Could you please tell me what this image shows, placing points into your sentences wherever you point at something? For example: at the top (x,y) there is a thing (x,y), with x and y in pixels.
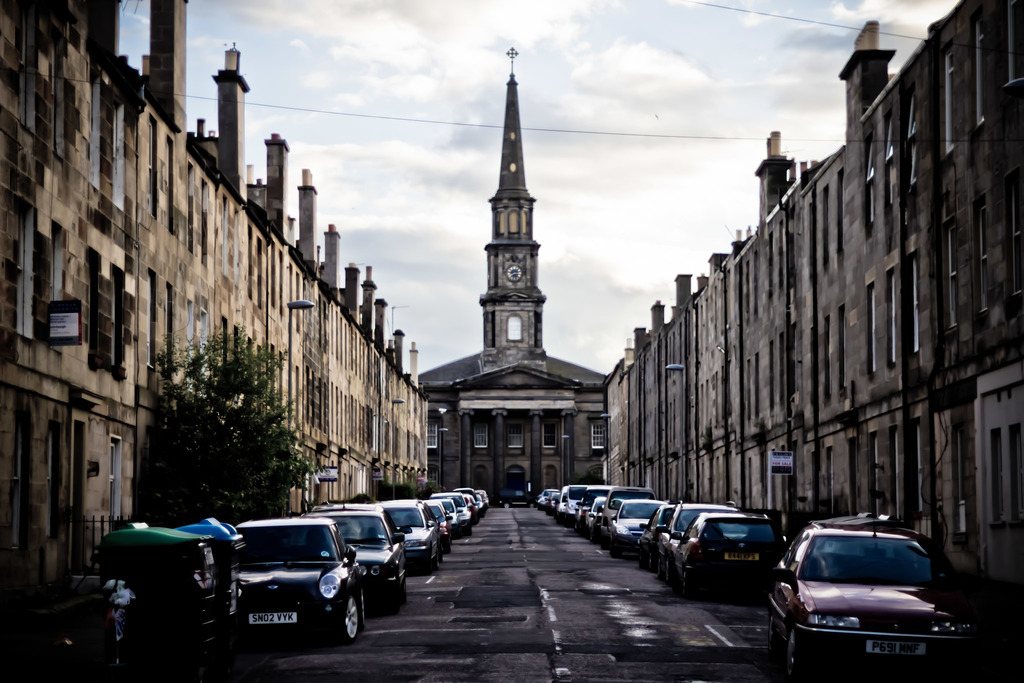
There is a road (533,538) which has many cars (756,552) and buildings (668,362) on either sides of it and there is a clock tower (510,253) in the background (504,233).
